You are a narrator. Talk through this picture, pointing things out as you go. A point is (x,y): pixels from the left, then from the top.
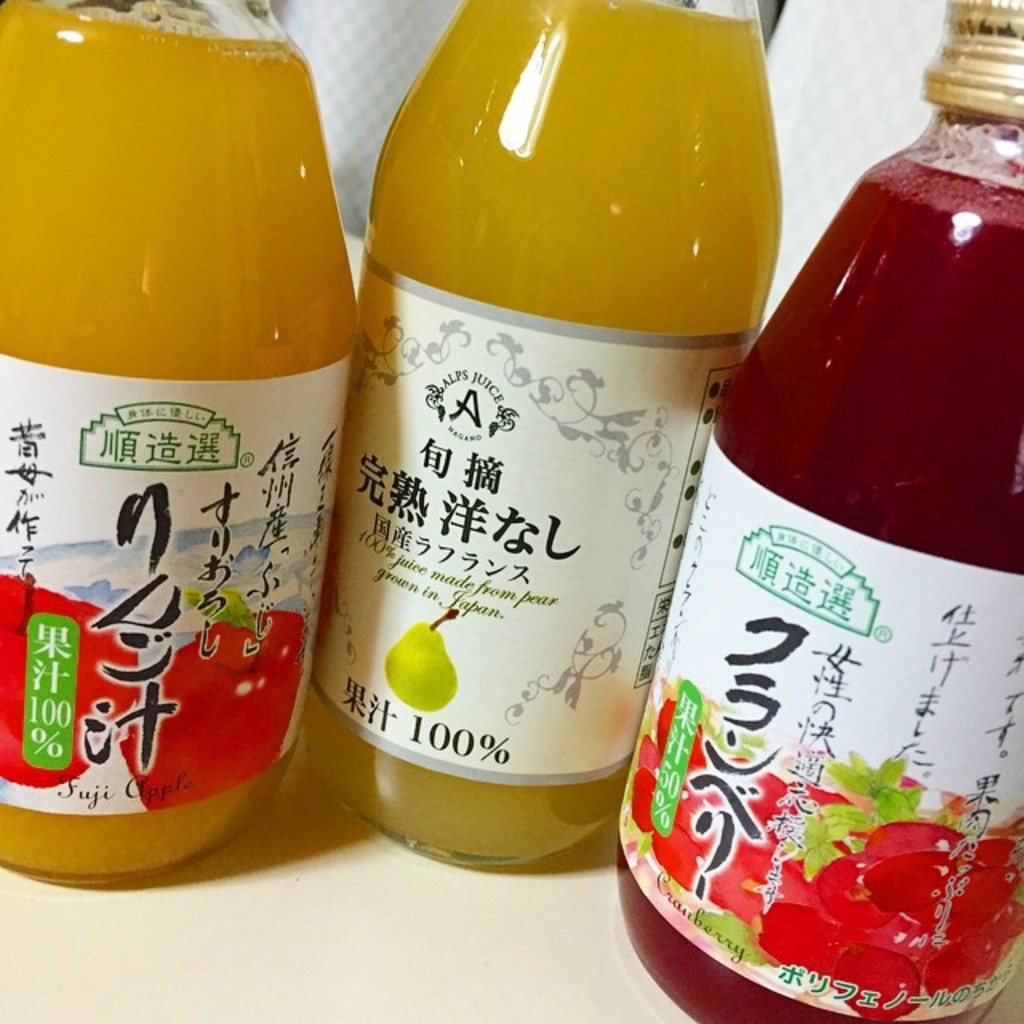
In this image I can see three bottles (505,112) with drinks (931,288) in it.
